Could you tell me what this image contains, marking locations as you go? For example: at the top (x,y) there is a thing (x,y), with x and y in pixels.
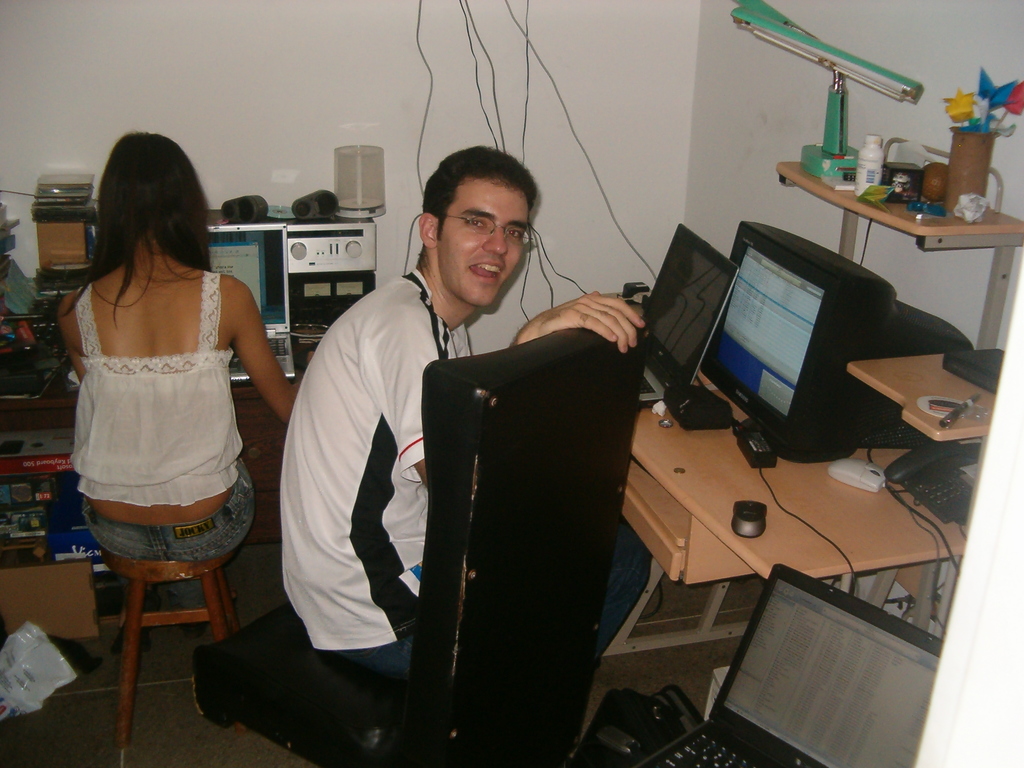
The women (169,418) wearing the white top (161,417) is operating a laptop (237,259) and there are also many electronic devices (308,206) beside her and the person (340,318) wearing white T-shirt (351,395) is sitting in a black chair (436,538) and there is a monitor (811,452).
